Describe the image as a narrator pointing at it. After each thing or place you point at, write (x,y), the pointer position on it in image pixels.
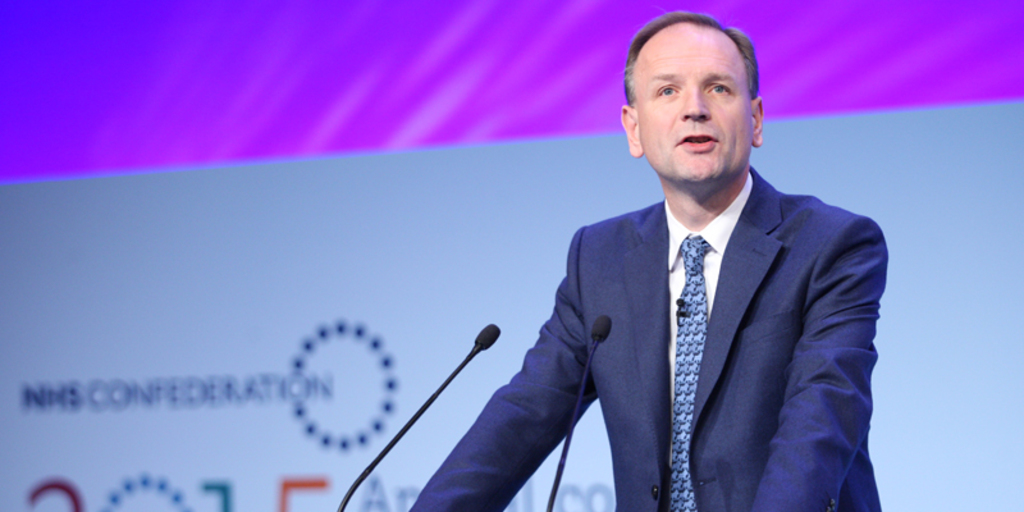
In this image I can see there is a person (686,257) standing and talking. And there is a mic (576,411). And at the back (335,250) there is a banner (345,360) with text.
